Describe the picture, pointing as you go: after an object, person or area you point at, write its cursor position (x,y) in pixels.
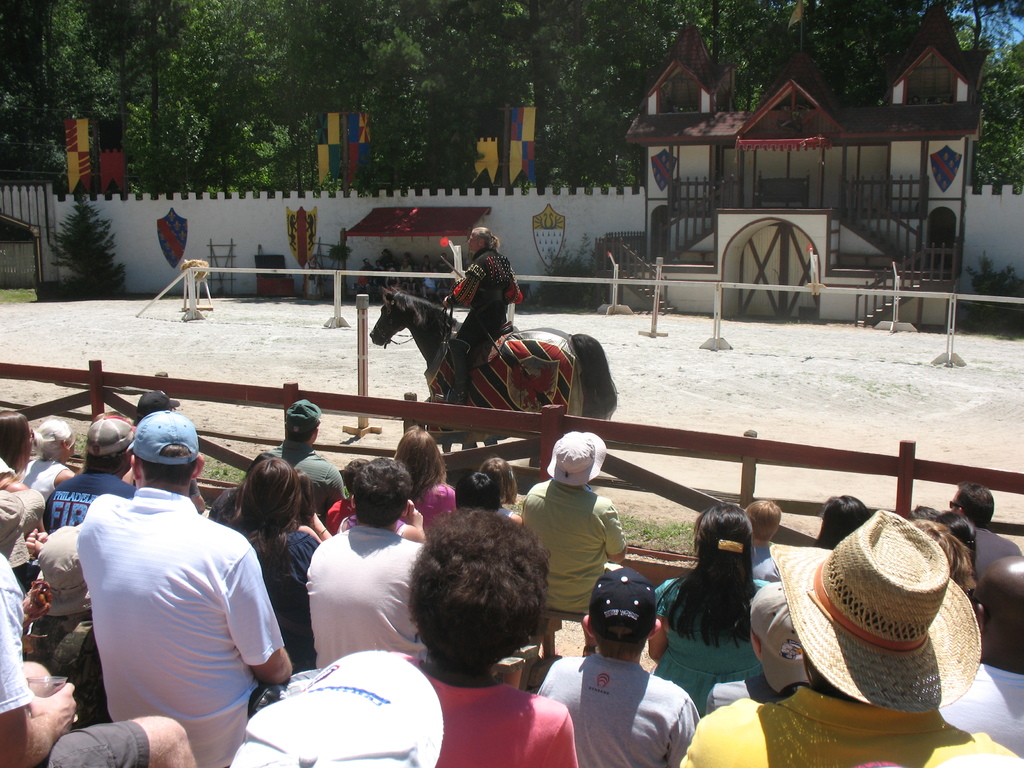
A person (469,323) is riding horse (437,341) and people (426,597) over here are looking at him. In the background (723,168) there are trees (275,137), fence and a small building (729,206).
